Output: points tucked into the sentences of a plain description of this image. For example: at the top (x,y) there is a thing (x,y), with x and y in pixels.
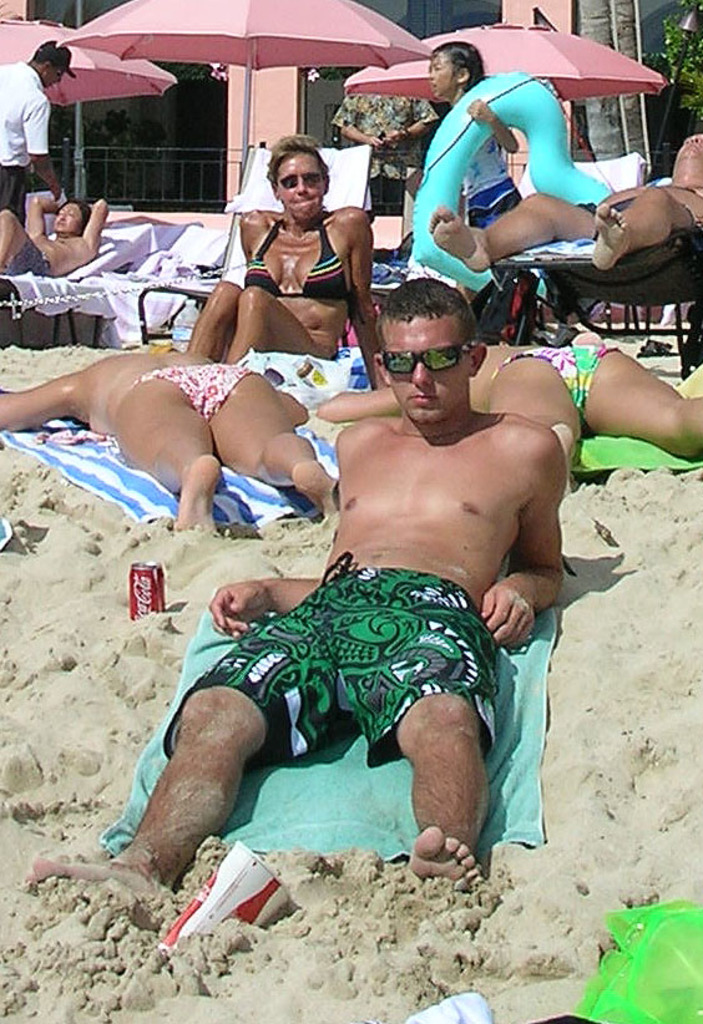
There are people (264,236) and this person (461,61) holding a tube (564,143). We can see clothes (230,494), tin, glass (184,919) and objects (686,979) on sand (25,729) and we can see chairs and umbrellas (175,81). In the background (312,100) we can see glass (156,126), railing (162,164), tree (702,53) and light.
